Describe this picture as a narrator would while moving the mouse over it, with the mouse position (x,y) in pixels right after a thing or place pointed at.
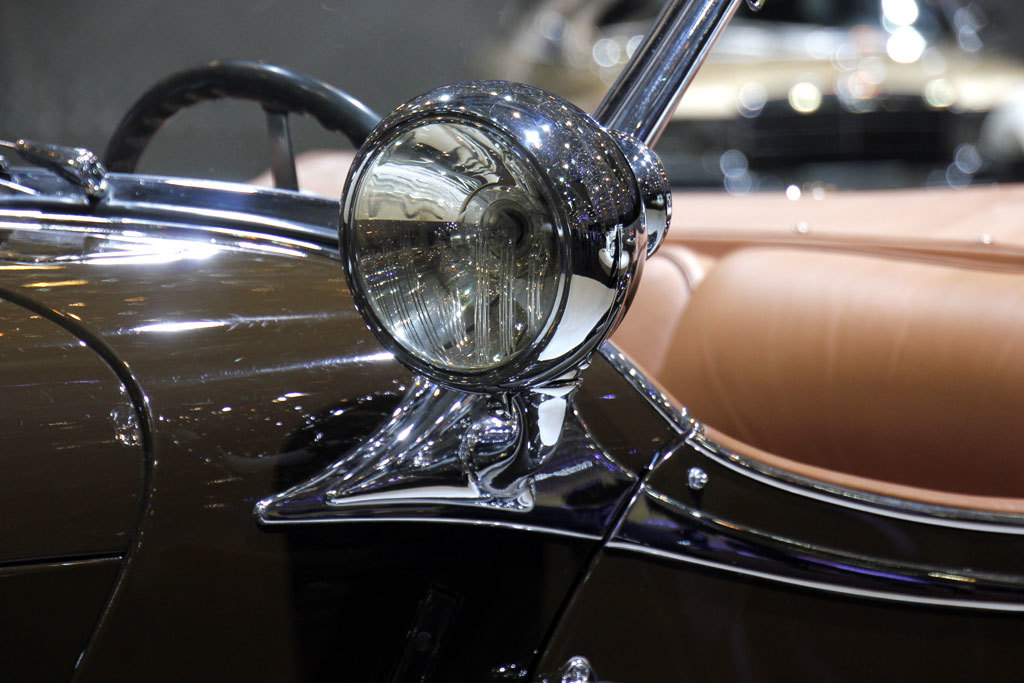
In the center of the image (423,404) we can see a car (552,523).
